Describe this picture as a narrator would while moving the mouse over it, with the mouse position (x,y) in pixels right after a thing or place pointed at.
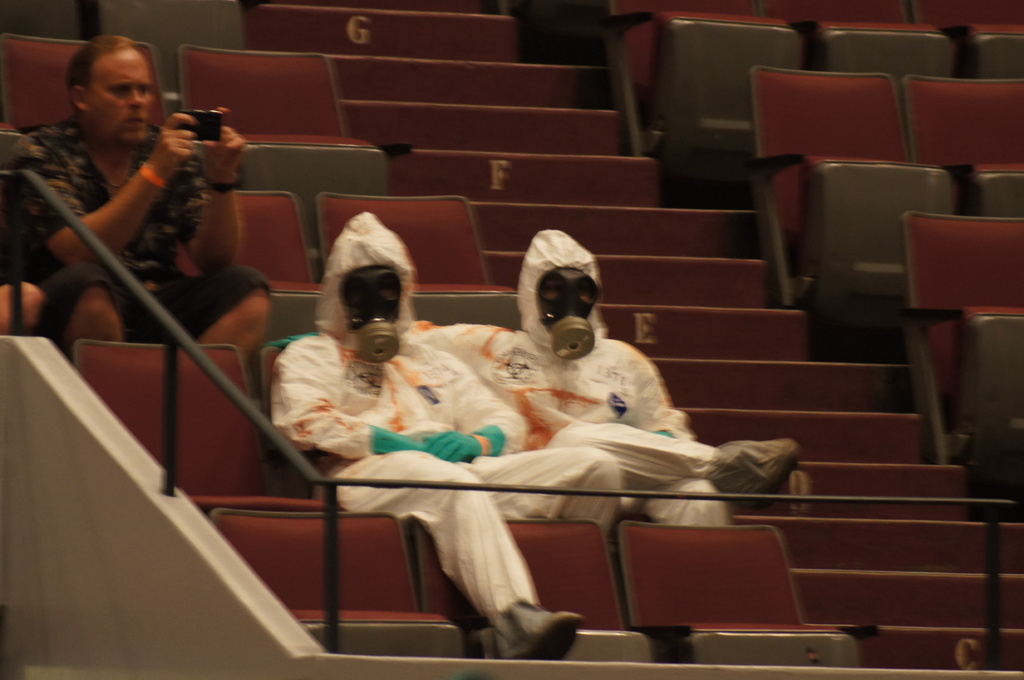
2 Persons (478,514) are sitting on the chairs (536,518), they wore white color dresses (455,403). On the left side (139,196) a man (188,232) is shooting with his mobile phone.
